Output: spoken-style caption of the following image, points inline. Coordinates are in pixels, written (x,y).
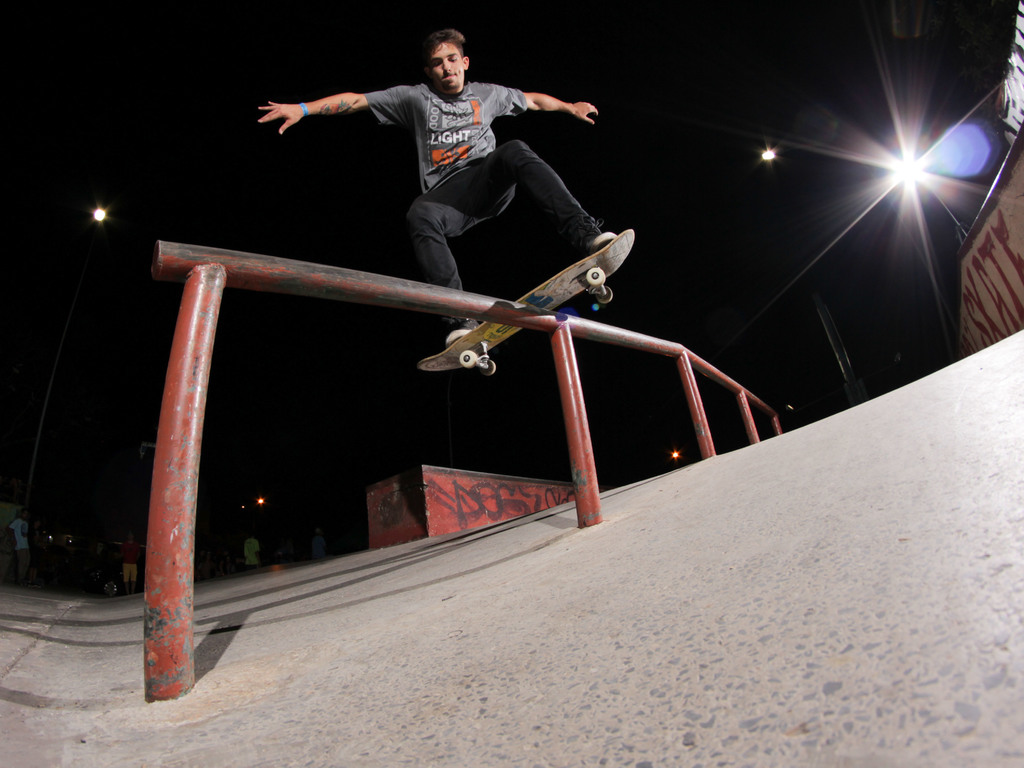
In this image there is a man (490,204) who is standing on the skateboard (564,292). The skateboard (570,281) is on the pole (480,318). At the top (915,182) there is light (913,177). At the bottom (548,623) there is skating surface (607,591). On the right side (1008,298) top there is a wall (1002,273) on which there is some script (984,281).
